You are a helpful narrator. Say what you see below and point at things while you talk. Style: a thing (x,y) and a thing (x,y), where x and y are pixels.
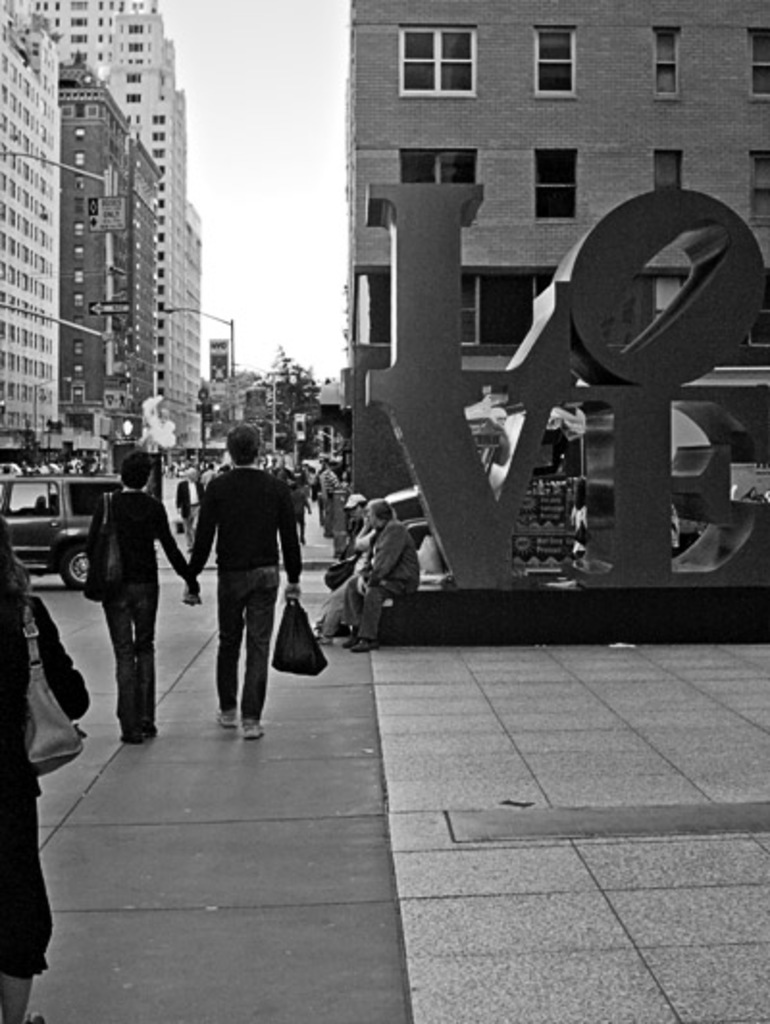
This is a black and white image. In this image we can see buildings (473,344), sculptures (518,414), people (247,565) on the road (228,737), motor vehicles (105,489), street poles (230,339), street lights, trees (291,399) and sky (285,309).
